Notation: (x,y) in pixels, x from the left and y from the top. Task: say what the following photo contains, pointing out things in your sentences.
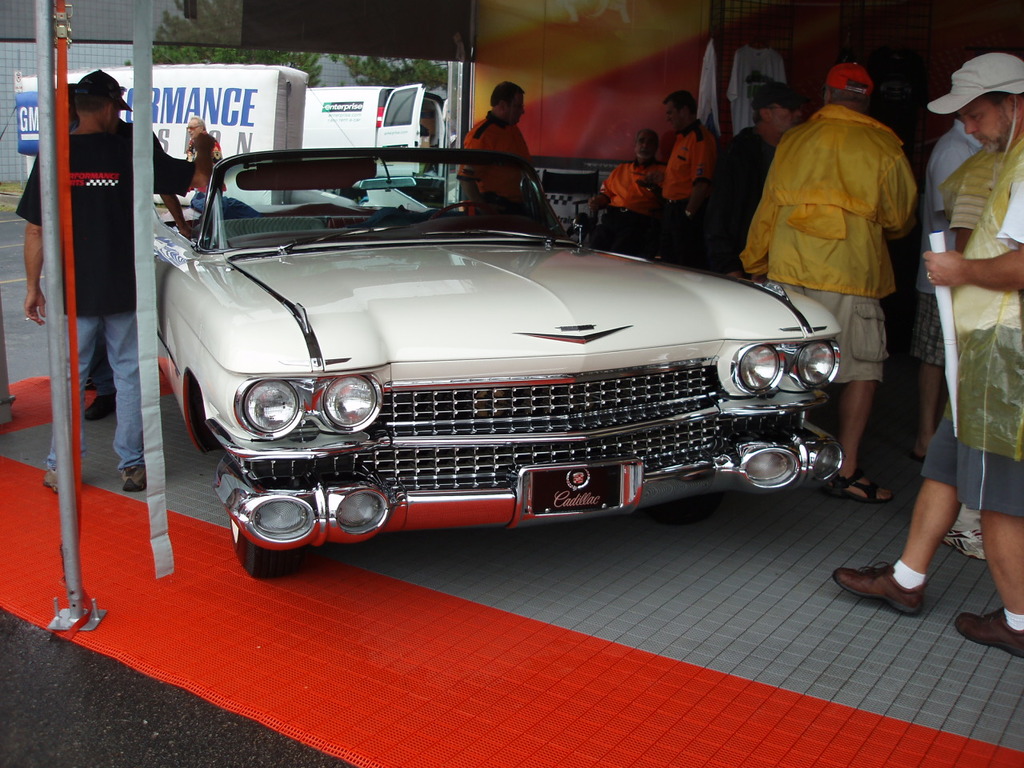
There are group of people (159,152) standing. This is the car (263,401), which is white in color. This looks like a board (733,45). In the background (752,69), I can see a shirt (766,69), which is hanging. I think these are the trucks (301,107).
